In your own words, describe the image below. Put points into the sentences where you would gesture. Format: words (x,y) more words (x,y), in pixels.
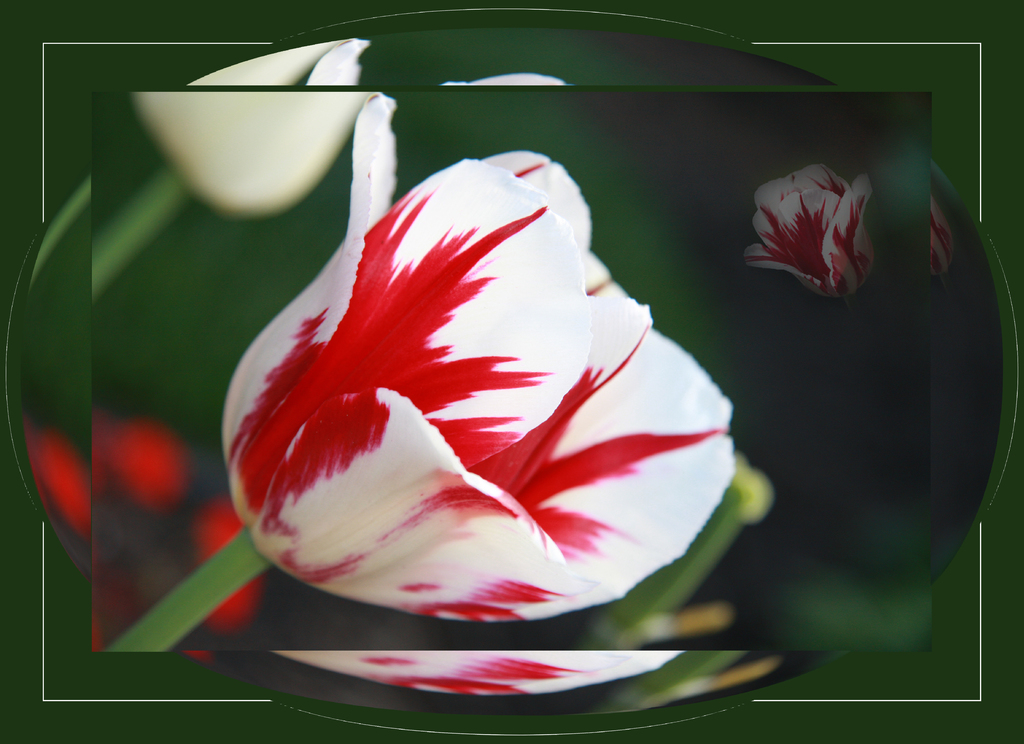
This is an edited image. In the center (409,292) we can see the pictures of flowers (363,335) and some other objects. The background of the image (772,19) is green in color.
